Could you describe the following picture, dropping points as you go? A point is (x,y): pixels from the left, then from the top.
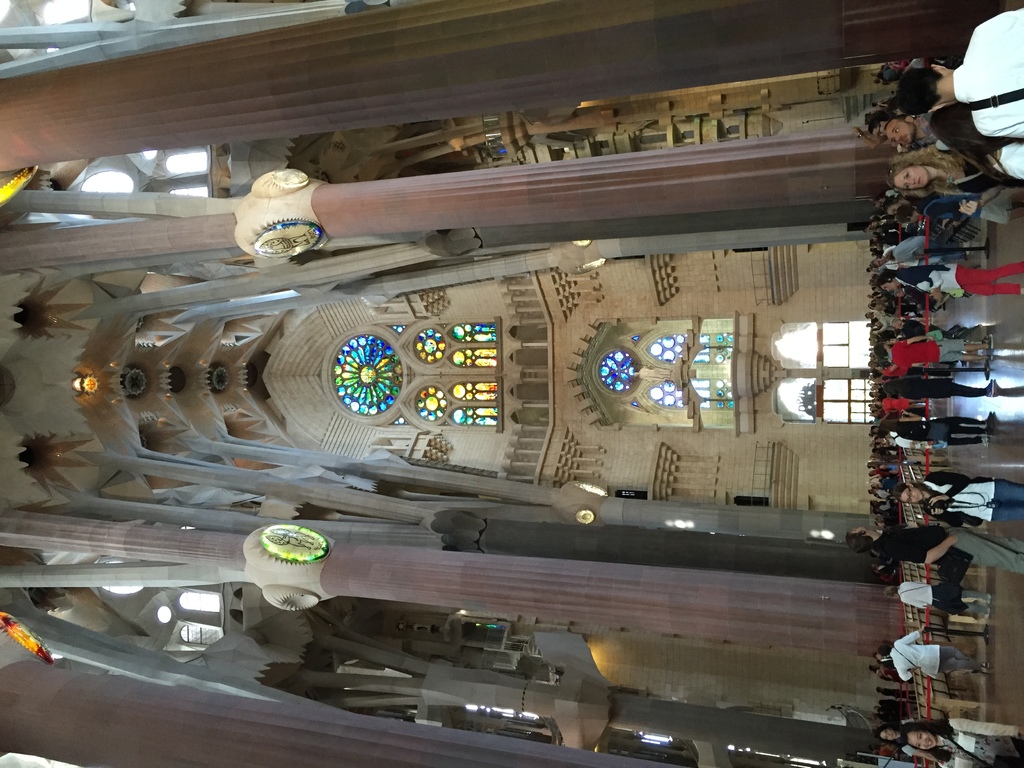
In this image on the right (992,334) there are many people (984,484). On the right (949,489) there is a woman (955,487), she wears a jacket (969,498), trouser (1010,488). This image is clicked inside a building (691,633). In the middle (502,355) there are windows (462,390), pillars (398,462), roof (178,373) and wall (726,311).
